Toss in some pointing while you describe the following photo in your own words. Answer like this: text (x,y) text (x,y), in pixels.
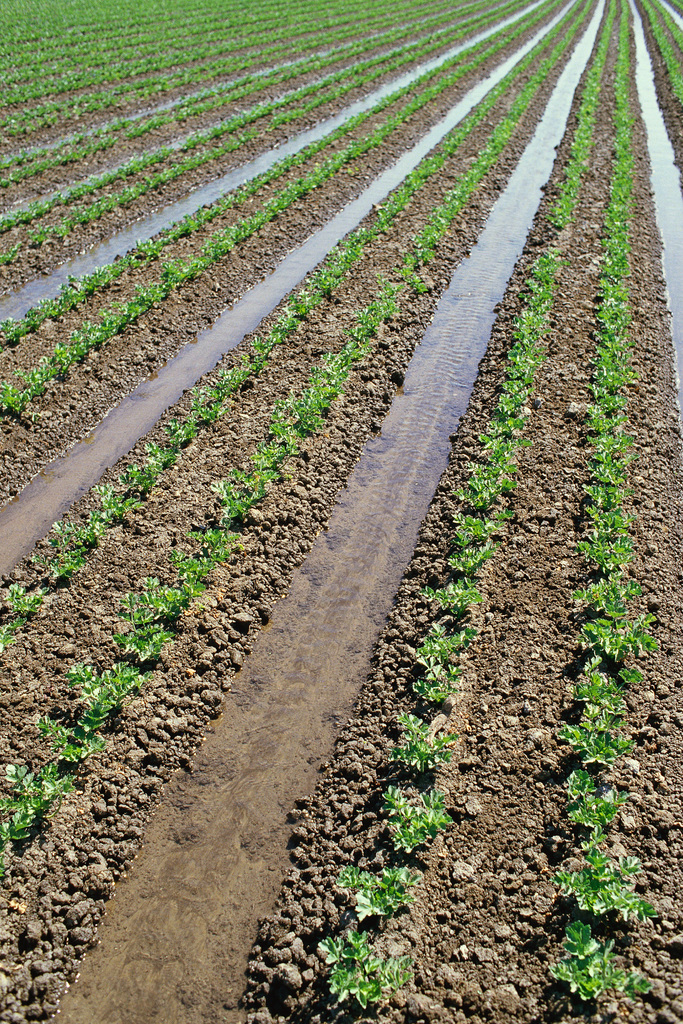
This image is taken outdoors. At the bottom of the image (447,914) there is a ground (451,933) with many plants (613,657) and there are a few water (298,750) on the ground (523,694).
